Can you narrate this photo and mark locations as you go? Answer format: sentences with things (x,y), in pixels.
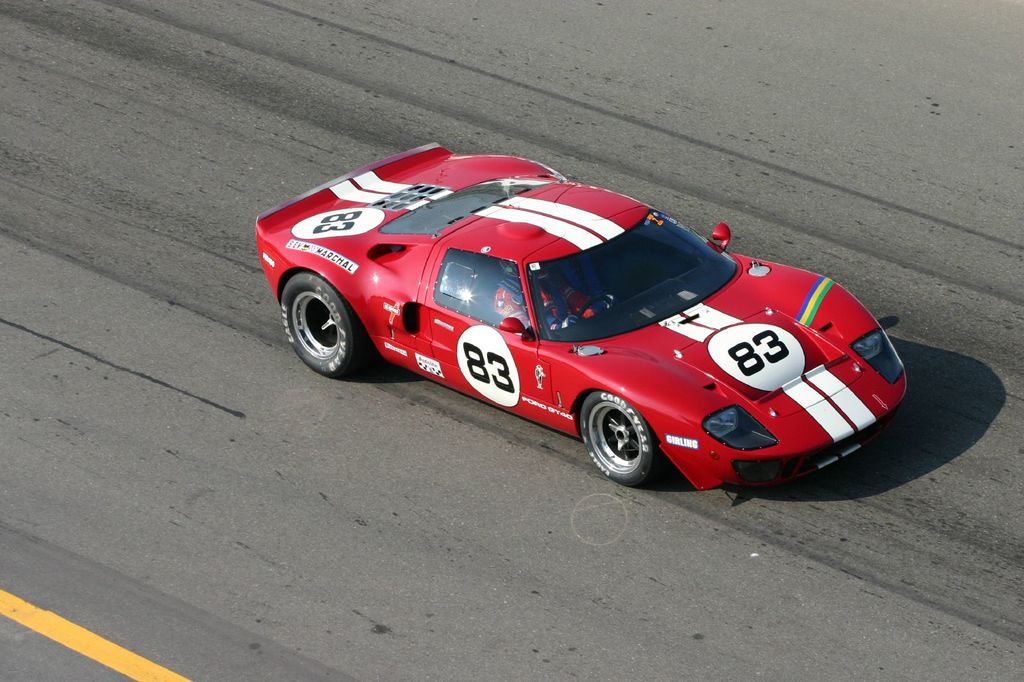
In this image I can see a red color car (720,390) on the road (899,625) and I can see a person (513,291) is sitting inside the car (654,300).
